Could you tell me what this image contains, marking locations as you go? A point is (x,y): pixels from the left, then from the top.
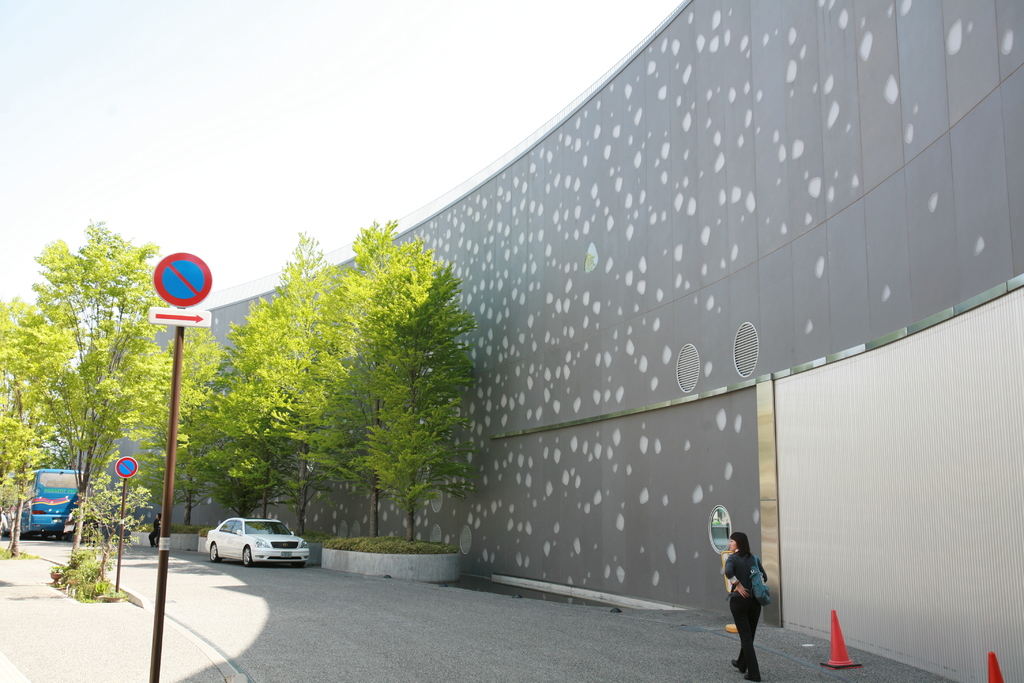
In the image we can see there is a person (734,615) standing and she is carrying bag (762,582). There are traffic cones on the road (447,646) and there are vehicles (225,547) parked on the road (289,569). There are lot of trees (448,401) and behind there are buildings (549,357). There are sign boards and the sky (208,117) is clear.
